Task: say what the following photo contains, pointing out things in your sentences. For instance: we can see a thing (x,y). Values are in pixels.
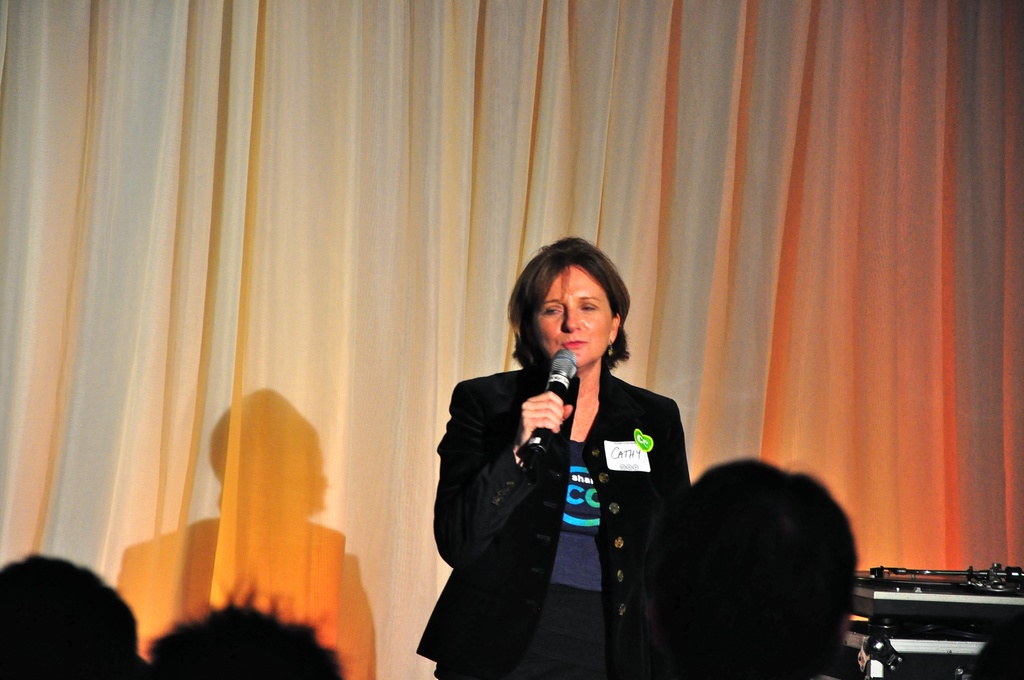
A woman (550,483) wearing a black coat (550,483) holding a mic (559,366). Behind her there is a curtain (371,281). Some head (702,573) of a person (762,578) are visible.
